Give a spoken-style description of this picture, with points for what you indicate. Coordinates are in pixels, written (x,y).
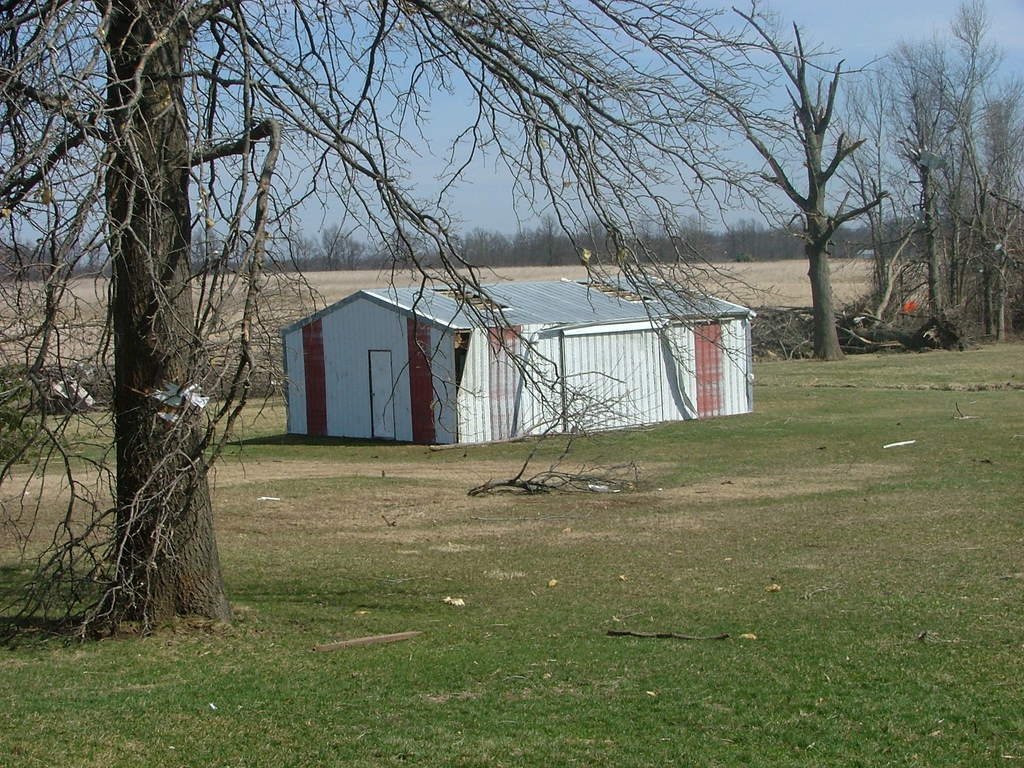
In this picture we can see grass (469,603), trees (617,263) and shed (385,322). In the background of the image (378,251) we can see trees (691,240) and sky (769,6).
